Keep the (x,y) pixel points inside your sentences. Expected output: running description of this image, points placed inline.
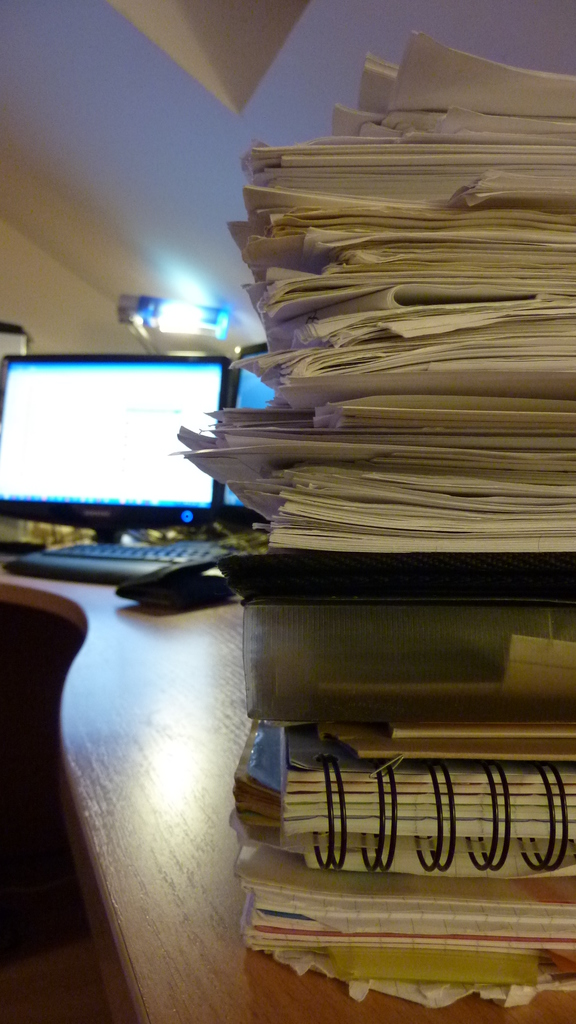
There are papers (368,537) and files (267,896) on a table (184,624). There is a monitor (1,442), keyboard (119,559) and a wallet (136,580) at the back (182,593). There is a light (156,315) at the top (170,313).
